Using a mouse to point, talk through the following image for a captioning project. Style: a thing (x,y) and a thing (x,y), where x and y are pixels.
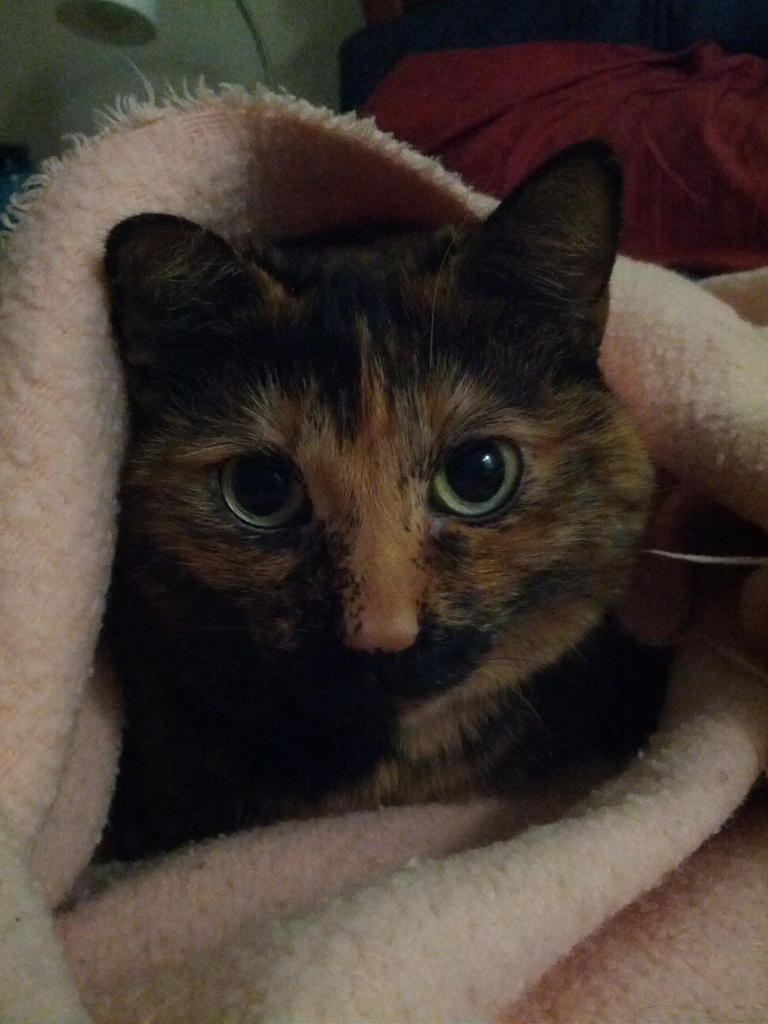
In this image we can see a cat (412,594) in a blanket (9,281).
